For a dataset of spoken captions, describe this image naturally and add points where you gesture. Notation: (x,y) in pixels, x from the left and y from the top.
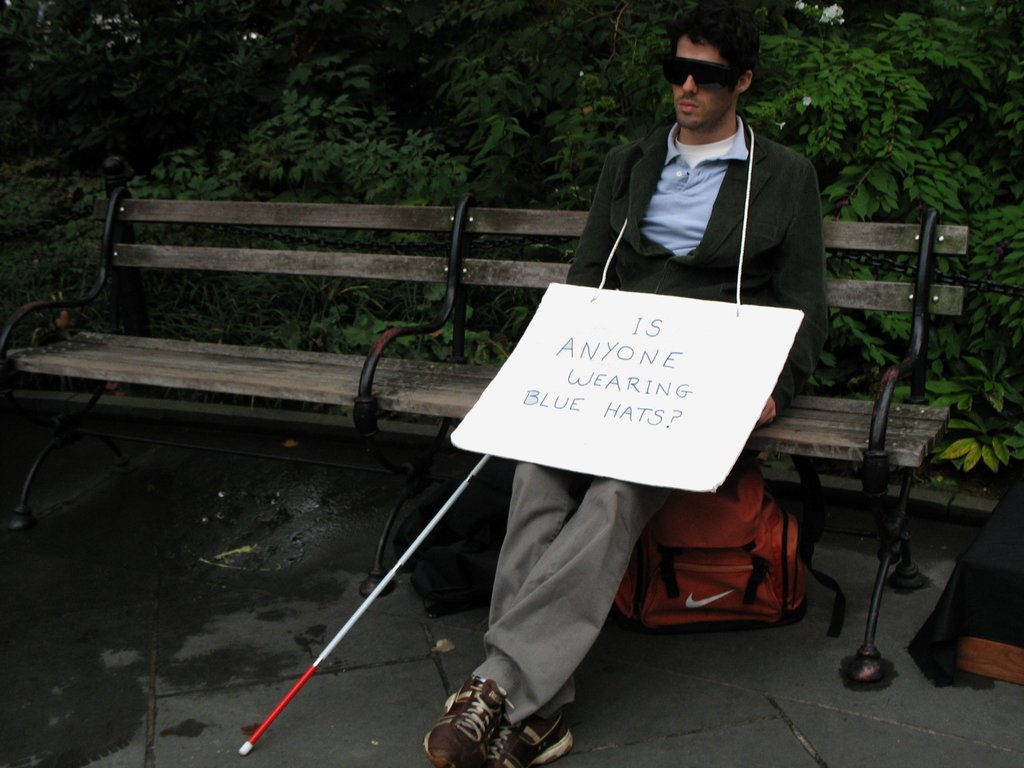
In this image in the center (360,385) there is one bench (37,367), on the bench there is one person (508,711) who is sitting and he is holding one board (536,445) and stick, in the background (771,82) there are some plants (24,171). At the bottom (262,659) there is a walkway (304,636), on the walkway (250,616) there are some bags (718,557).
